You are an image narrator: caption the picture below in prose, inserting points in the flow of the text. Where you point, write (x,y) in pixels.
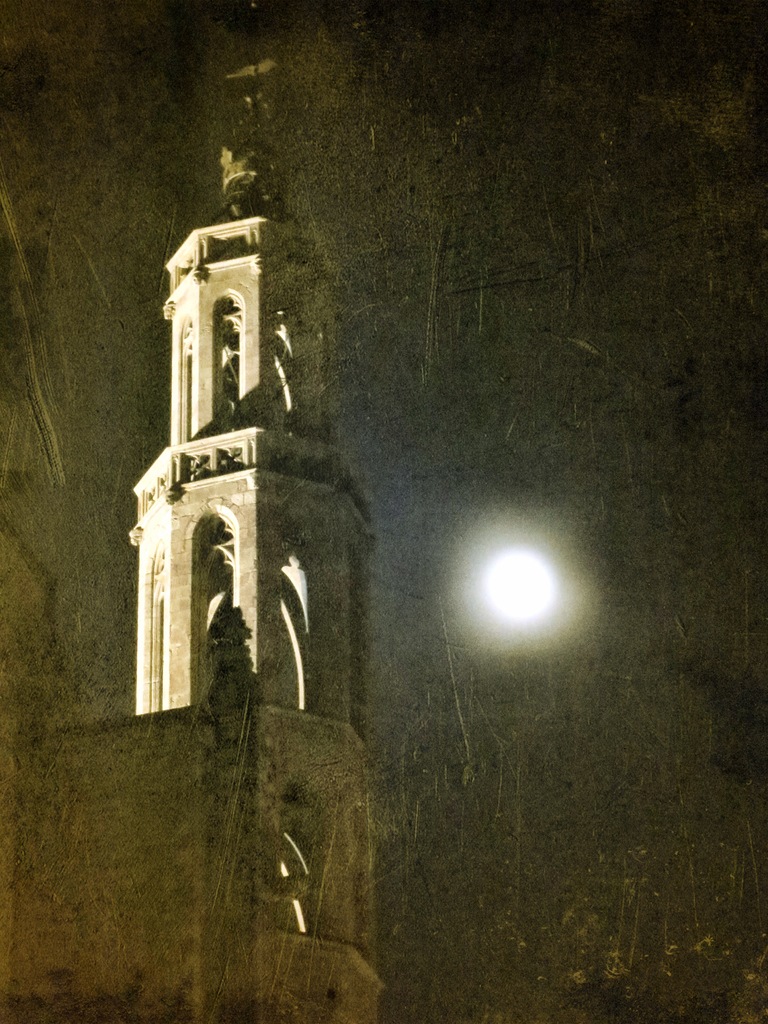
In this picture there is a tower (281,717) in the front (302,391). Behind there is a moon light (556,598) in the black sky (475,831).
